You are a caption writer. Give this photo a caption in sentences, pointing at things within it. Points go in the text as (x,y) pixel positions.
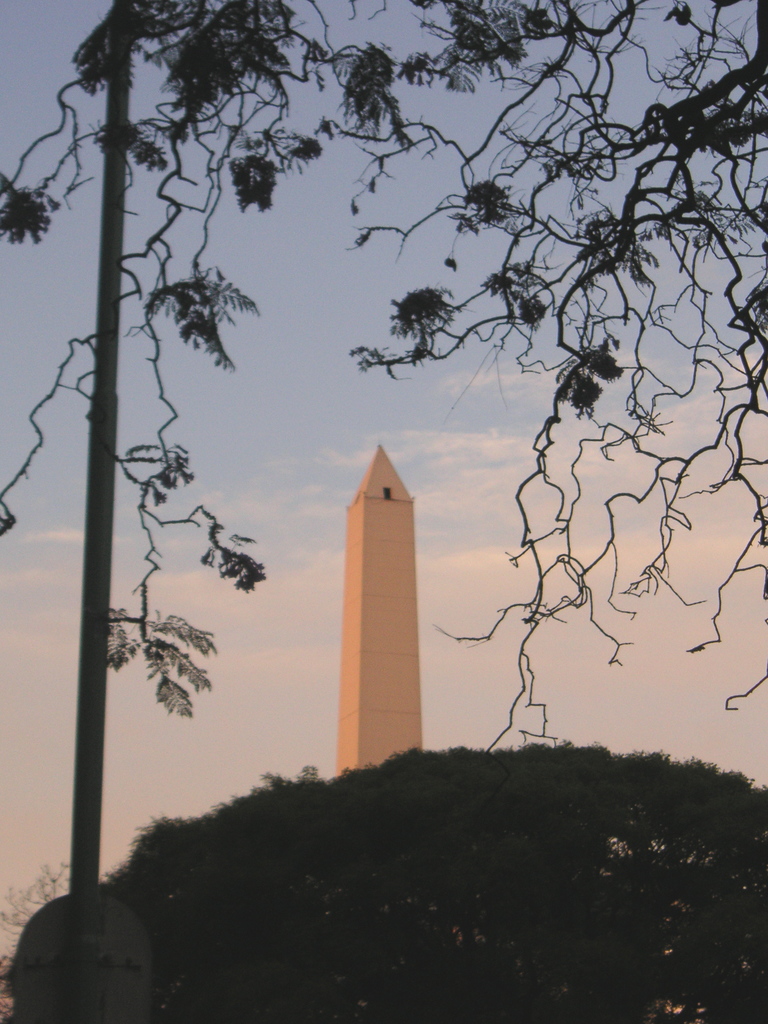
In the foreground of the image (469,830) we can see a tree (528,957). In the middle of the image (370,483) we can see a tower like building (381,576), pole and tree (577,498). On the top of the image (448,99) we can see the sky (409,133) and the leaves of the tree (399,123).
